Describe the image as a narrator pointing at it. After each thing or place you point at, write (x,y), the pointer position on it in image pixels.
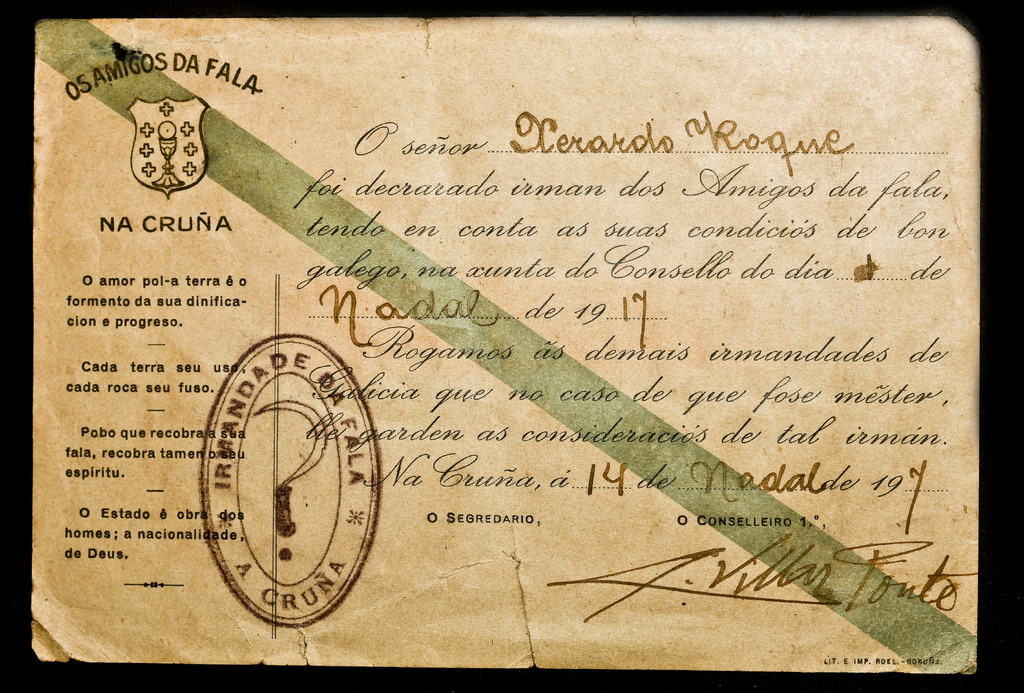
This is the certificate (347,177) with some text (633,143), logo (189,106) and stamp (220,504).
